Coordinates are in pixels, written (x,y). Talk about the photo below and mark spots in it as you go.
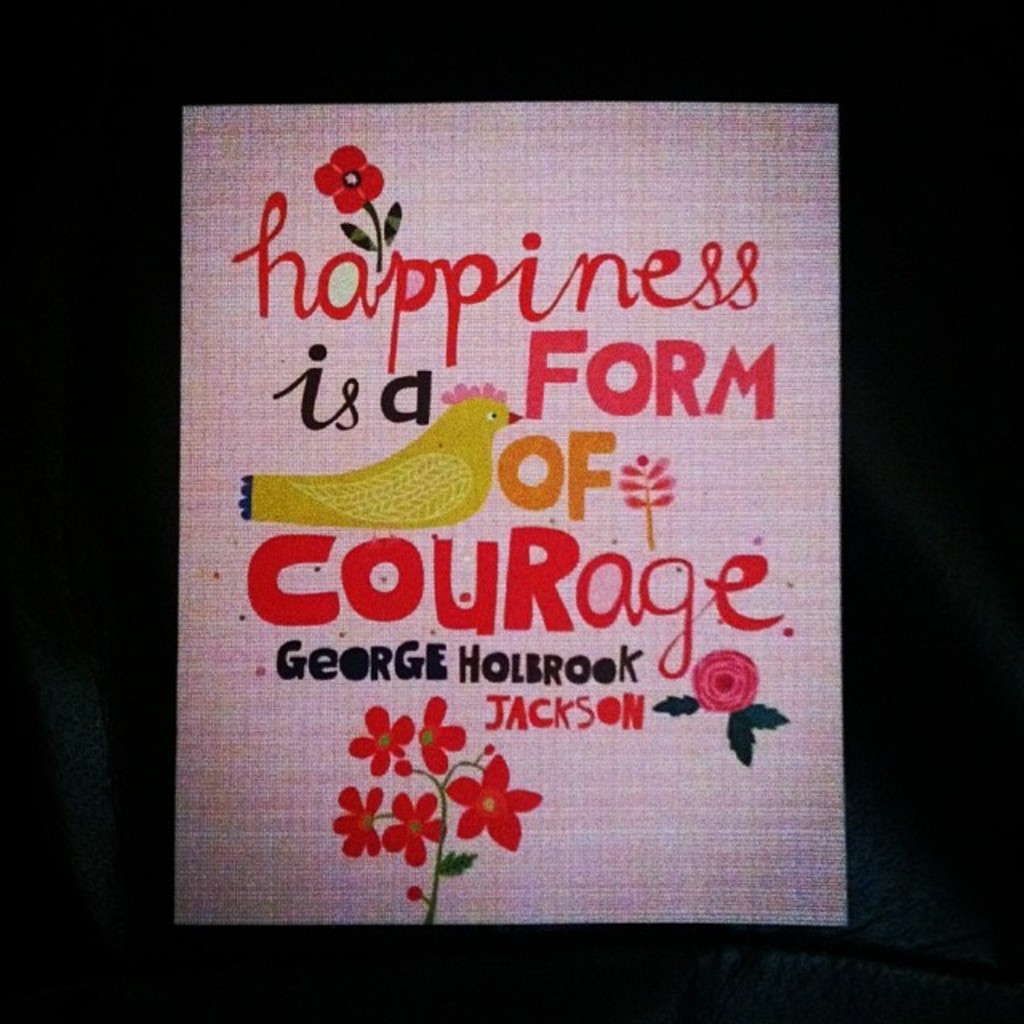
In this image there is a poster (297,664) on which we can see there is some text (589,572) and a drawing (481,451) of flowers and bird (447,456).
